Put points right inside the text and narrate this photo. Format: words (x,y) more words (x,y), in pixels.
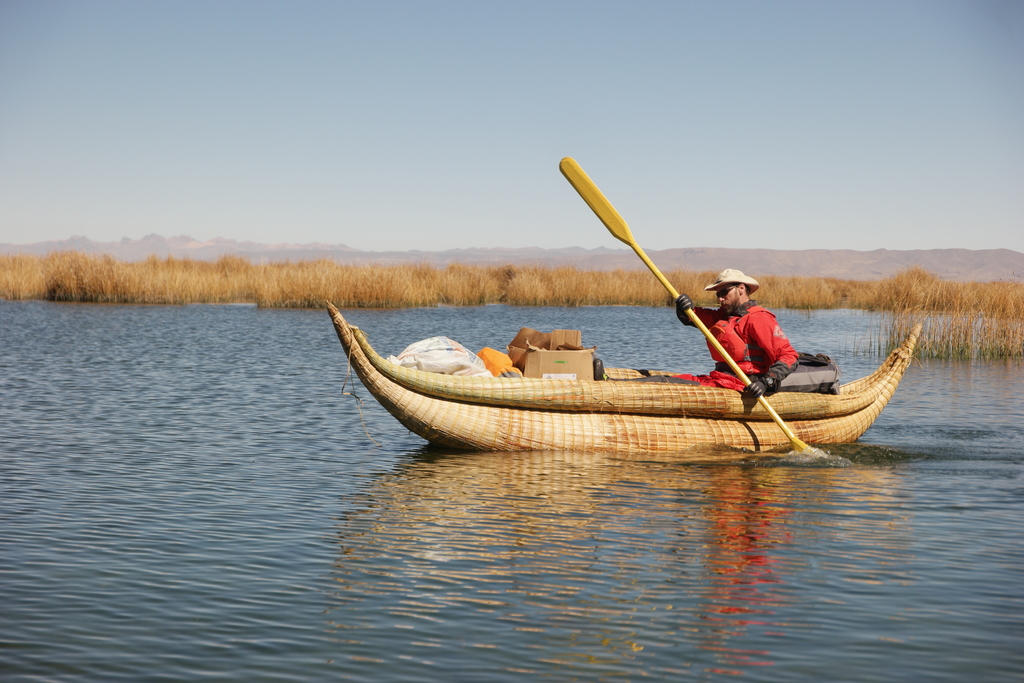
In this picture there is a boat (532,388) in the center of the image (385,399) on the water (285,376) and there is a man (739,350) in the boat (488,384), by holding an oar (631,232) in his hands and there are boxes (542,349) and a sack (430,348) in the boat (534,405), there is dried grass (693,289) in the background (918,350) area of the image.
